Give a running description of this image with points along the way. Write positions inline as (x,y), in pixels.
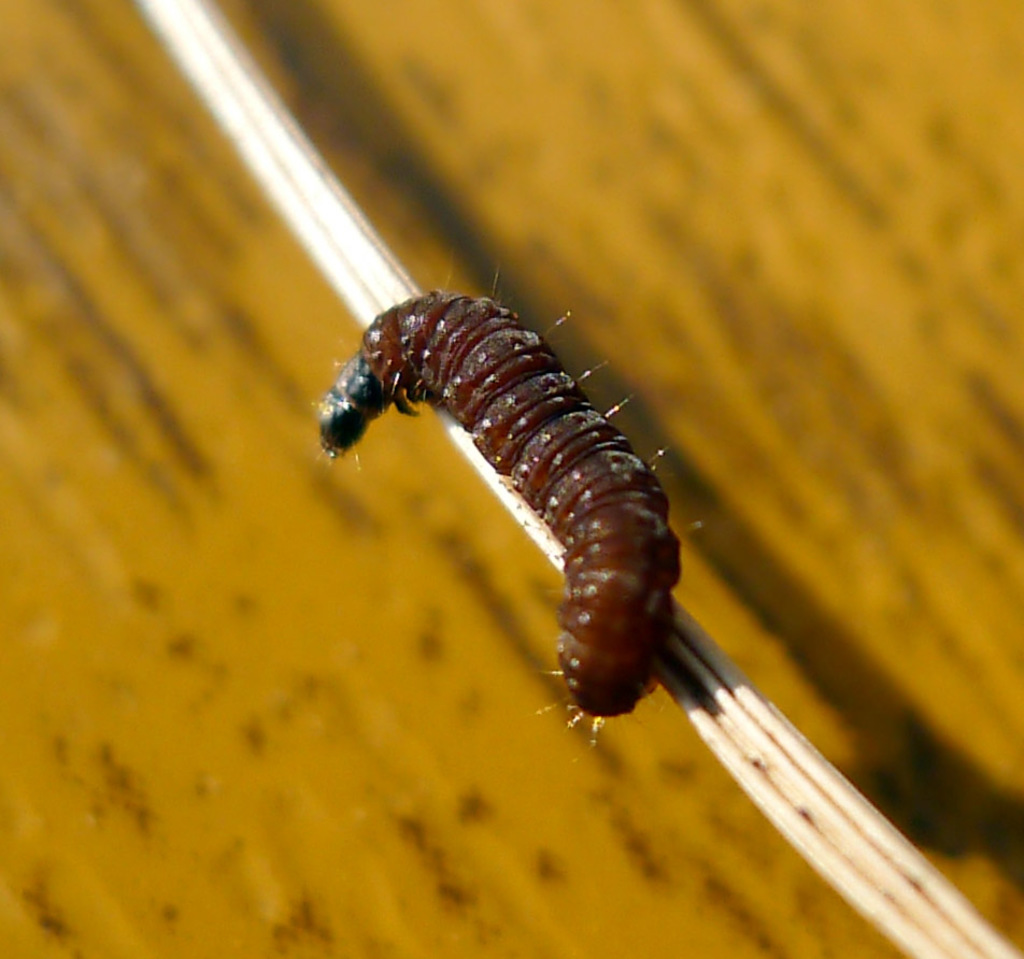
In this image there is a caterpillar (570,626) crawling on a wooden stick (336,208), the stick (501,484) is on top of a table (475,585).
